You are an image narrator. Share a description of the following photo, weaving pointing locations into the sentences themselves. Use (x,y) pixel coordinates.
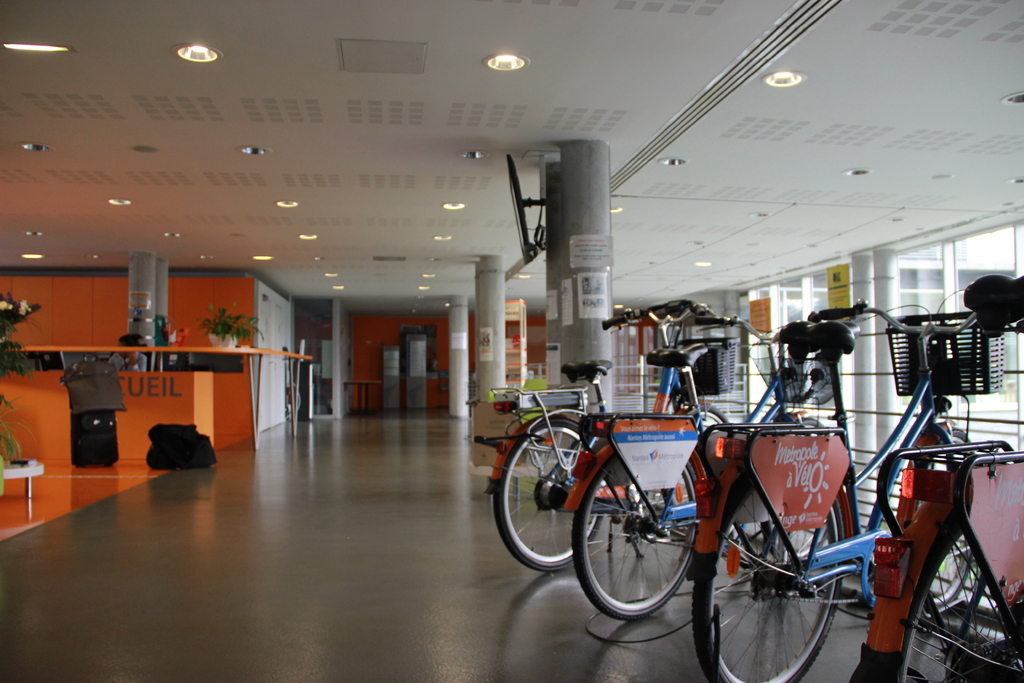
In this picture I can observe bicycles (703,474) on the right side (775,476). There are pillars (481,304) in the middle of the picture (575,292). I can observe some lights (508,63) in the ceiling (295,249). In the background (391,335) there is a wall (369,349).
